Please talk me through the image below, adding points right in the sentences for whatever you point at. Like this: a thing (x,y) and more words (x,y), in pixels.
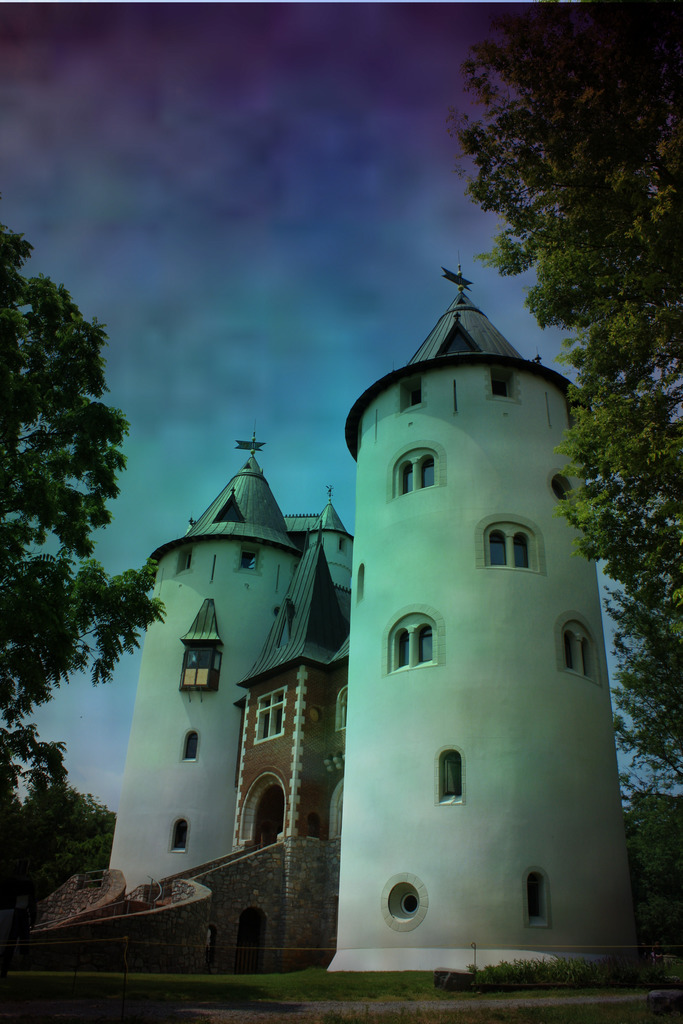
In the picture I can see a castle (334,834), trees (650,300) and the cloudy sky (317,300) in the background (195,473).
